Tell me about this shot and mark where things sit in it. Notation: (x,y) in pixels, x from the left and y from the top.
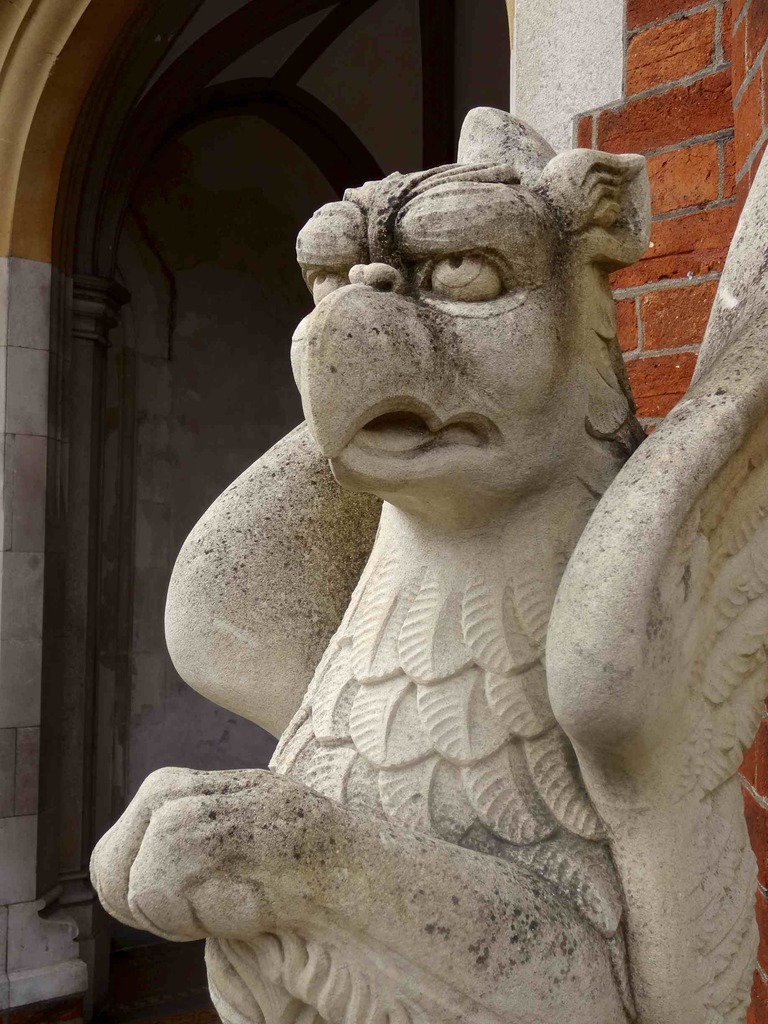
In the center of the image (388,471) there is a statue (399,610). In the background (495,86) there is building (232,135).
